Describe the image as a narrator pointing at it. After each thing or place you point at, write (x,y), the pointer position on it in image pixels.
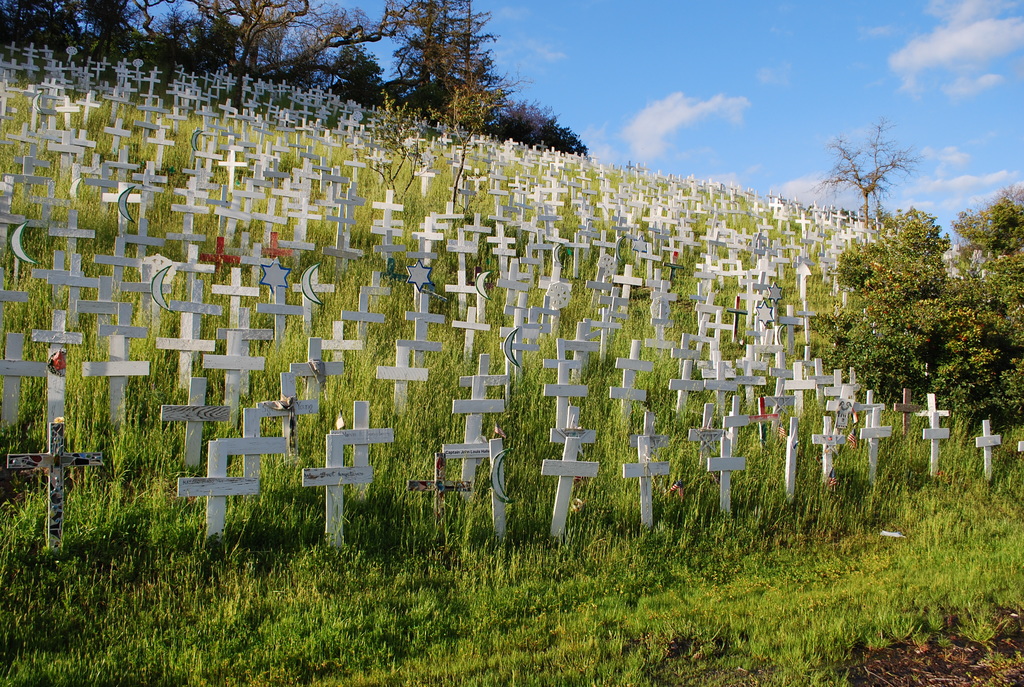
In the foreground of this image (326,317), there are many cross symbols (371,288) placed on the ground (392,546). In the background (618,51) there are trees (446,72), the sky (609,66) and the cloud (689,118).
